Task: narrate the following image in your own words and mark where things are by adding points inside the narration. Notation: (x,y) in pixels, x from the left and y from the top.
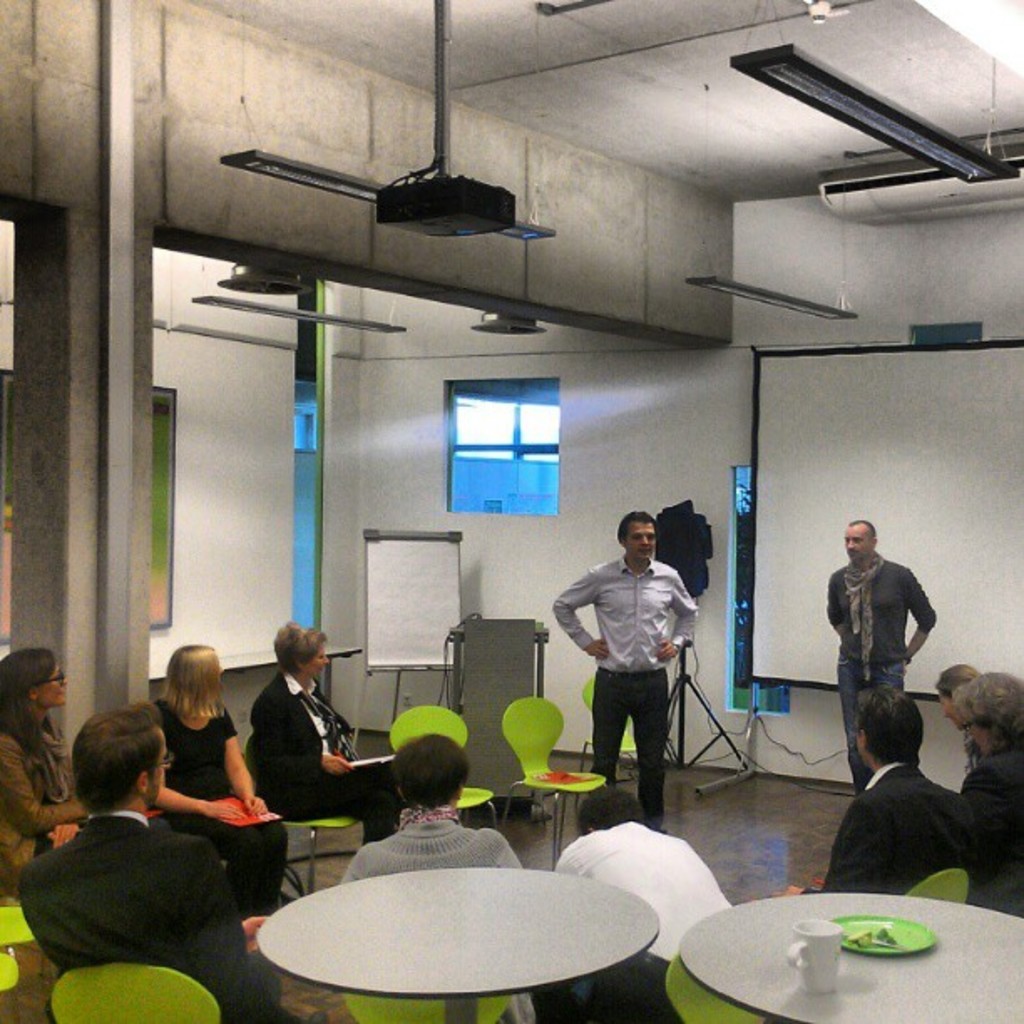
In this image, group of peoples (55,848) are sat on the green color chair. We can see tables (485,938) at the bottom (788,983). There is a plate (904,951) and cup (823,964) on the table (836,905). Two peoples (656,625) are stand near screen (769,511). We can see white color wall (663,483), white color roof (339,37), projector (417,201) here.
